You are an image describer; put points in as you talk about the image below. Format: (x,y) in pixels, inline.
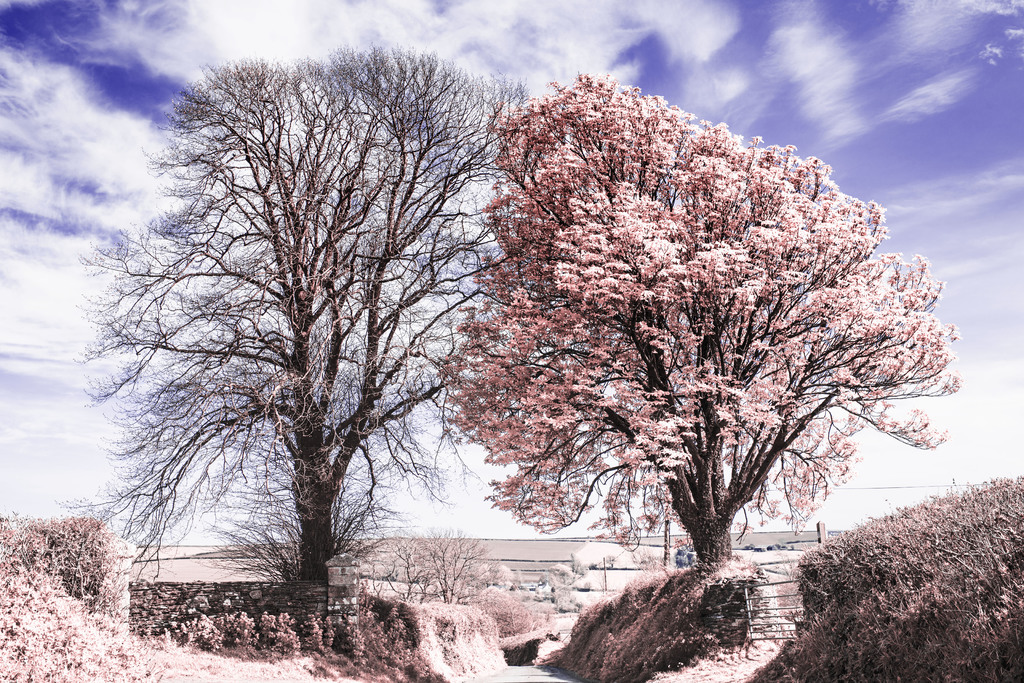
In this picture there are trees (325,555) in the center of the image (624,449), it seems to be there is a boundary (857,550) in the background area of the image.
